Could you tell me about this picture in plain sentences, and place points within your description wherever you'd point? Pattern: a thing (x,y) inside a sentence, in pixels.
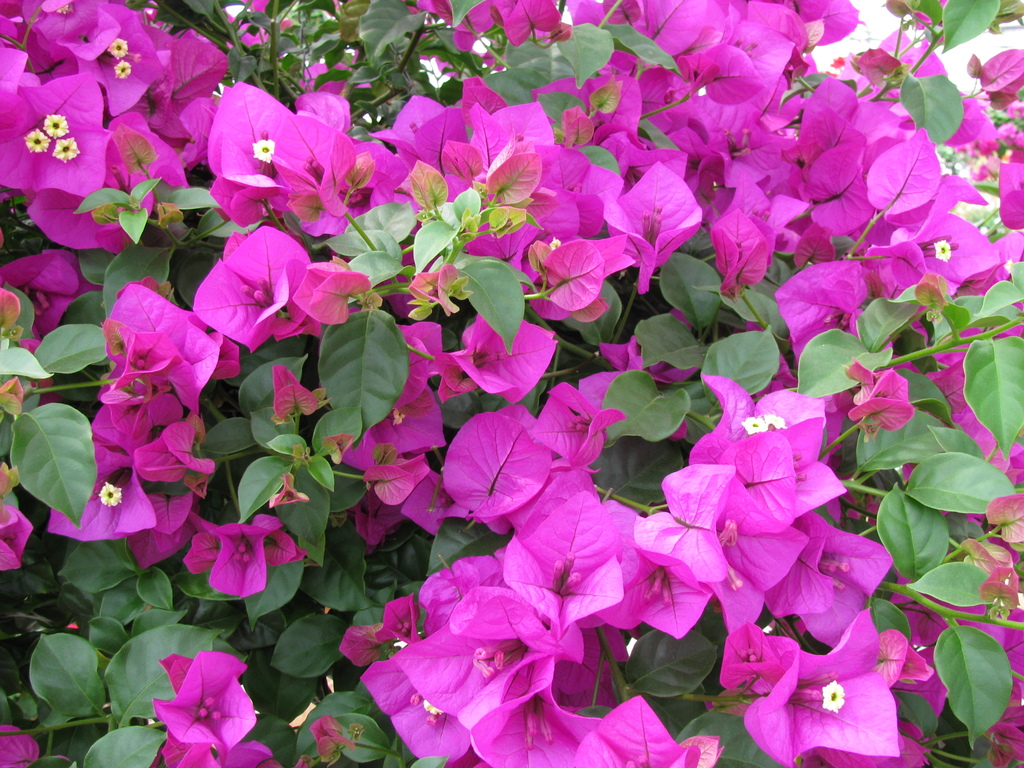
In this image there are plants (459,375) with pink flowers (459,375).
